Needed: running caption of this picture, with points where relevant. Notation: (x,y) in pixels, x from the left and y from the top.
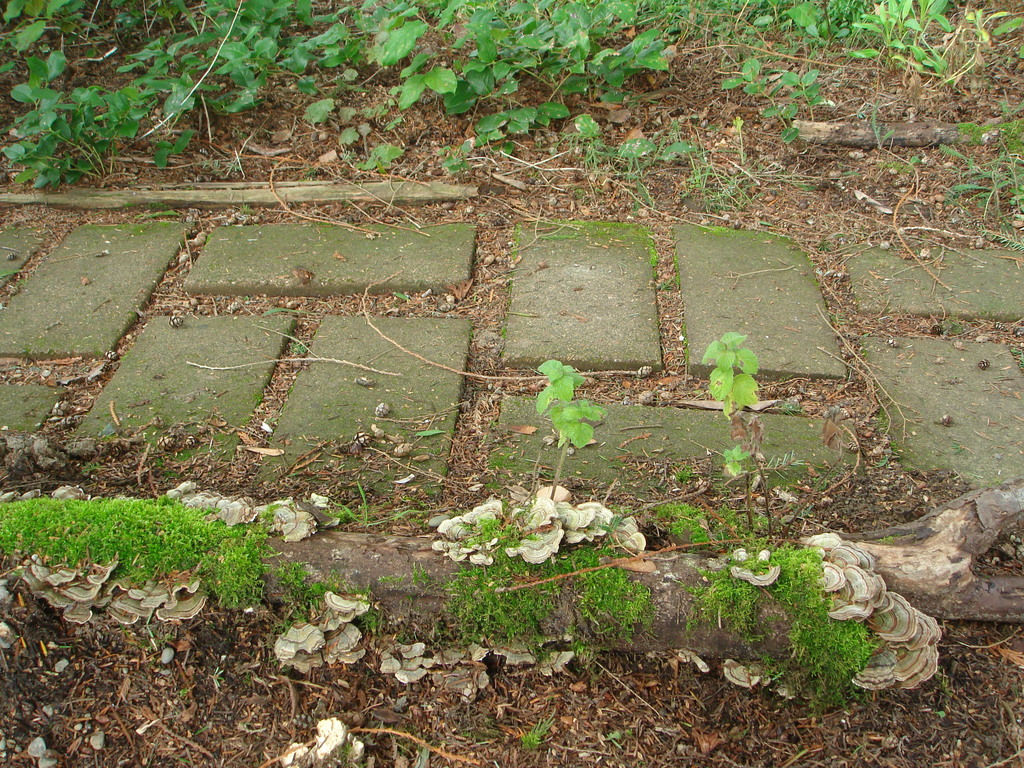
In this picture I can see a walkway (750,324), there are plants (984,193), dried leaves (948,756) and there are fungi (308,648).
